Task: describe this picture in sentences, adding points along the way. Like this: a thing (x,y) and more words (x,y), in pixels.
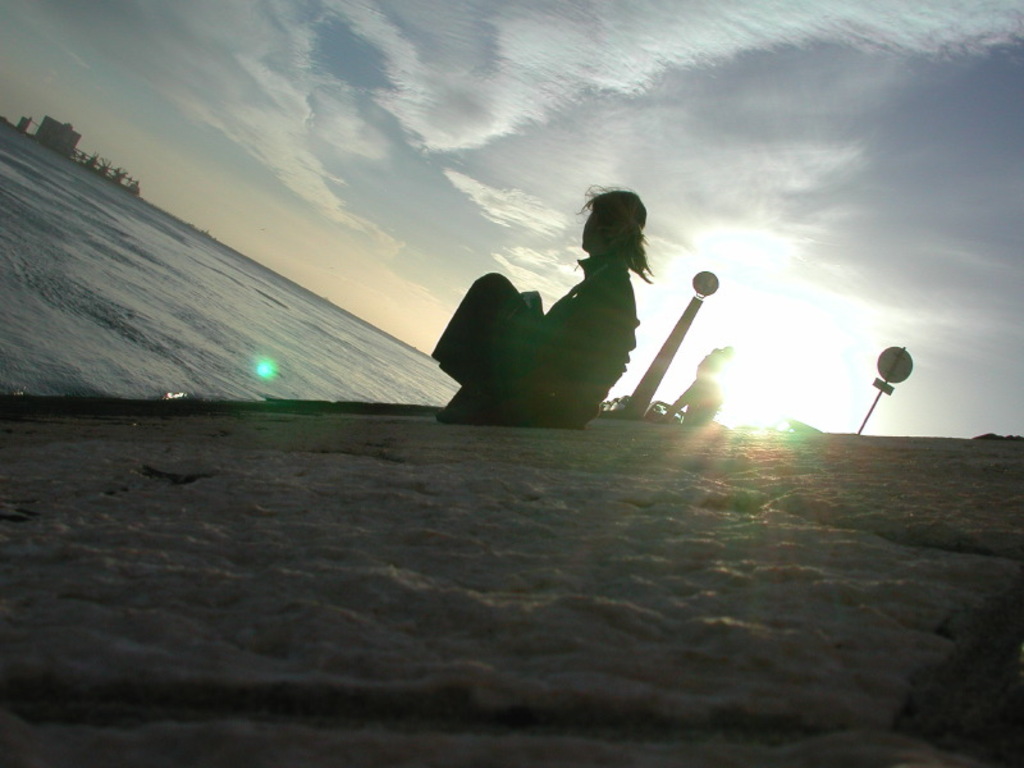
In this image there is ground (604,626) at the bottom (604,627). There is an object (889,382) on the right corner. There is water (108,240) and there is an object (53,134) on the left corner (93,220). There are people (509,408) and there is an object (680,323) in the foreground (505,409). And there are clouds (668,149) in the sky (469,150).
